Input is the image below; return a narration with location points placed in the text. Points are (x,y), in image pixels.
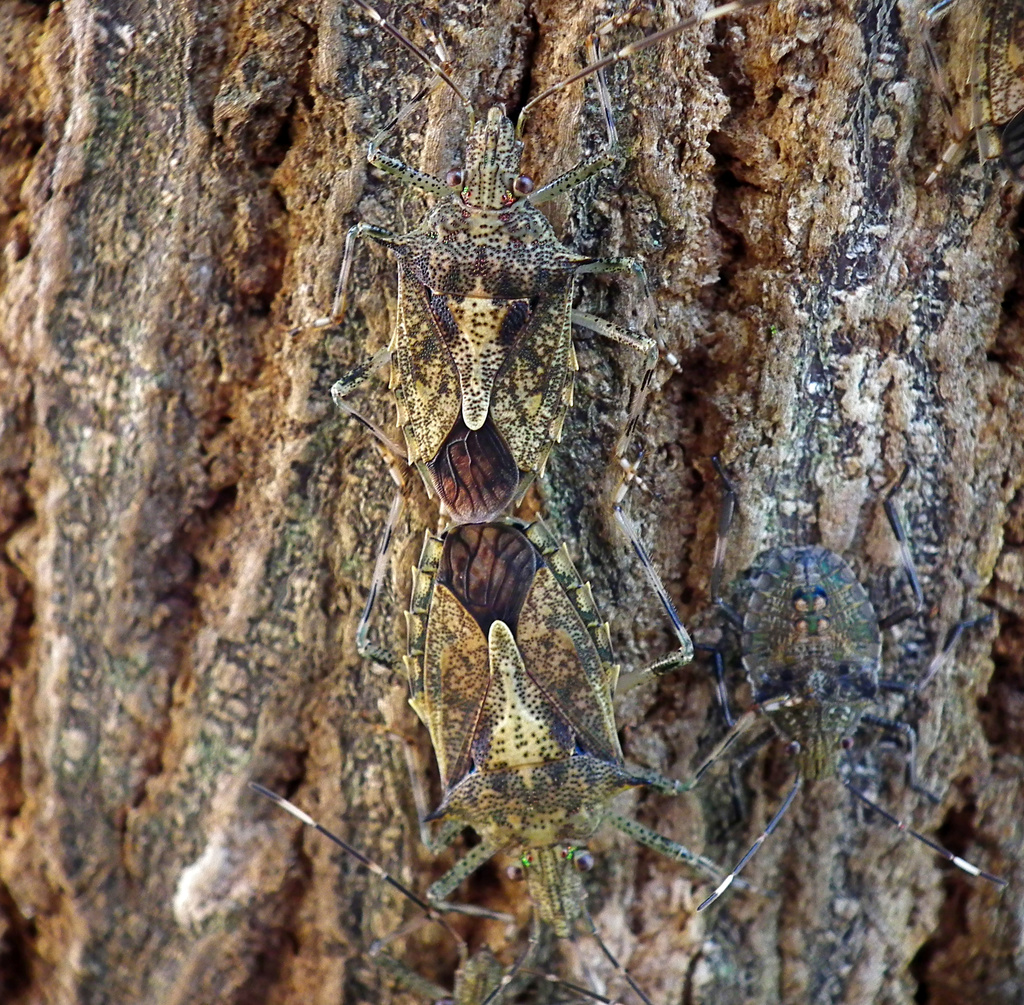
In this image we can see insects (529,306) on the tree trunk (316,433).
